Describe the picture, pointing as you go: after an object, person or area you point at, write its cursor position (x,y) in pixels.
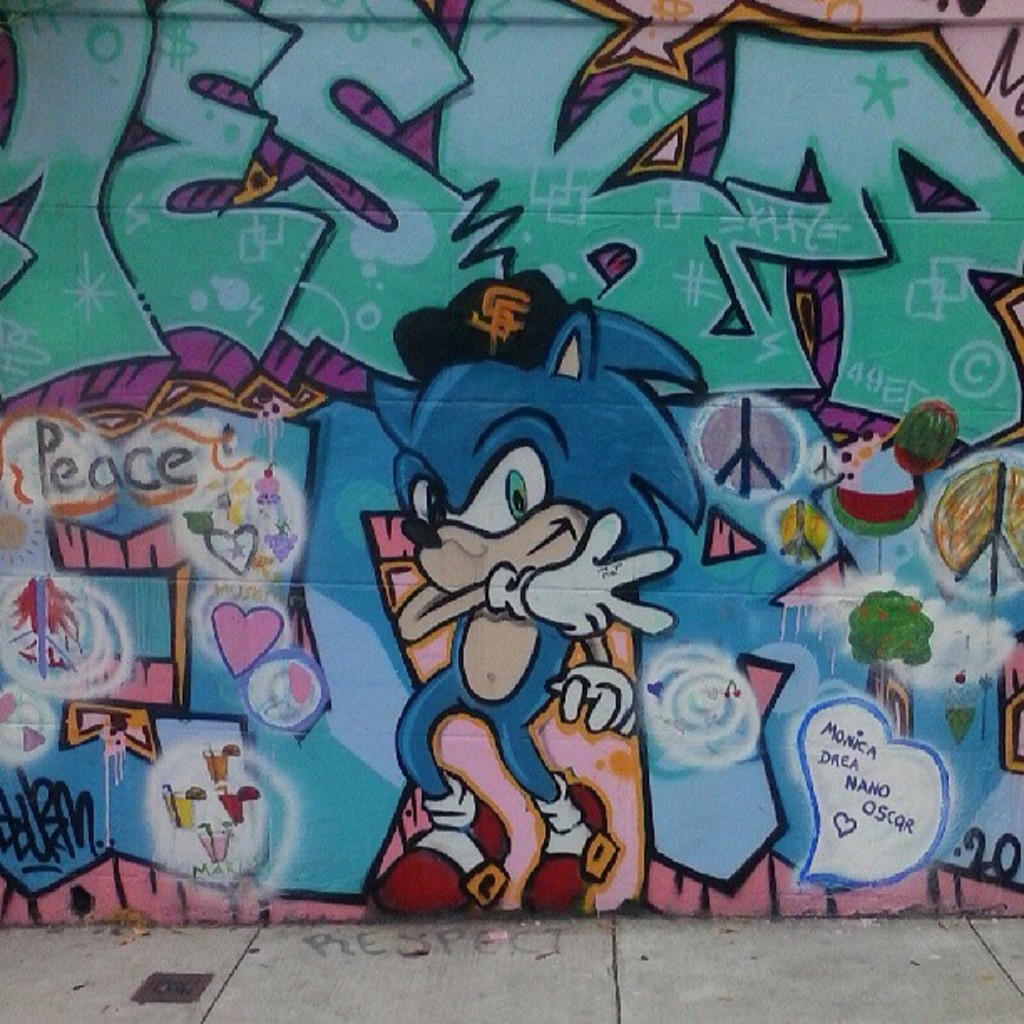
In this picture we can see painting (453,486) on the wall (635,544) and we can find some text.
